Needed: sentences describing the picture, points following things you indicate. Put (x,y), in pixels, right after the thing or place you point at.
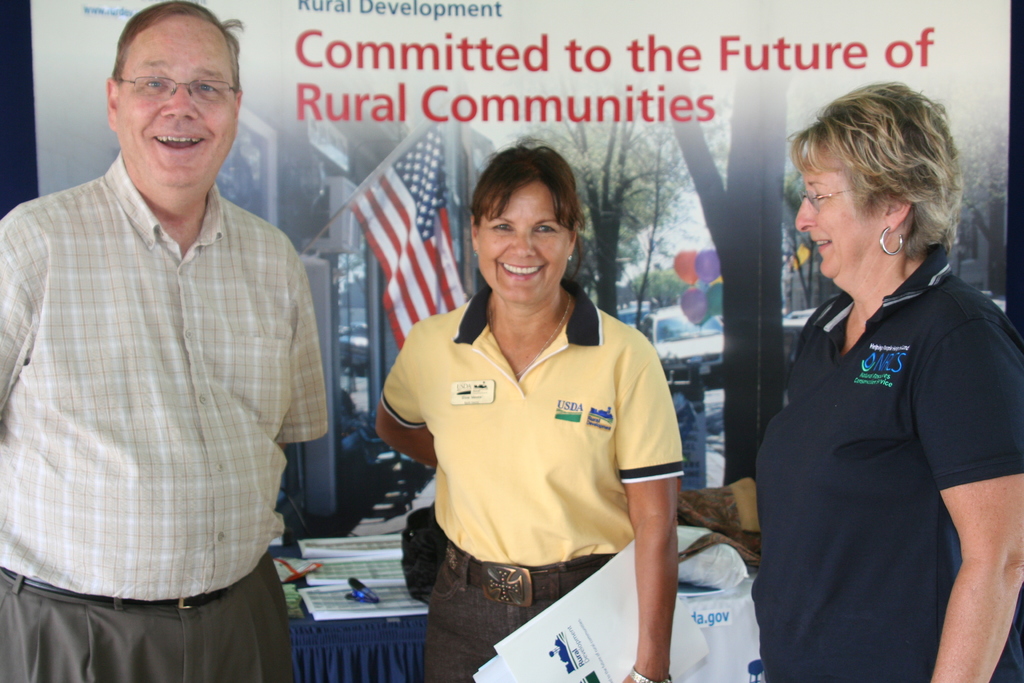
In this image I can see two women (601,418) standing wearing t shirts (626,457) and smiling. I can see a man (198,372) wearing shirt (129,483), pant (116,642) and belt (190,603) is standing beside them. In the background (343,662) I can see a table (341,644) with few objects (342,590) on it and a huge banner (422,117) in which I can see few trees (697,146), few balloons (694,302), few cars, a building (328,125) and a flag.
